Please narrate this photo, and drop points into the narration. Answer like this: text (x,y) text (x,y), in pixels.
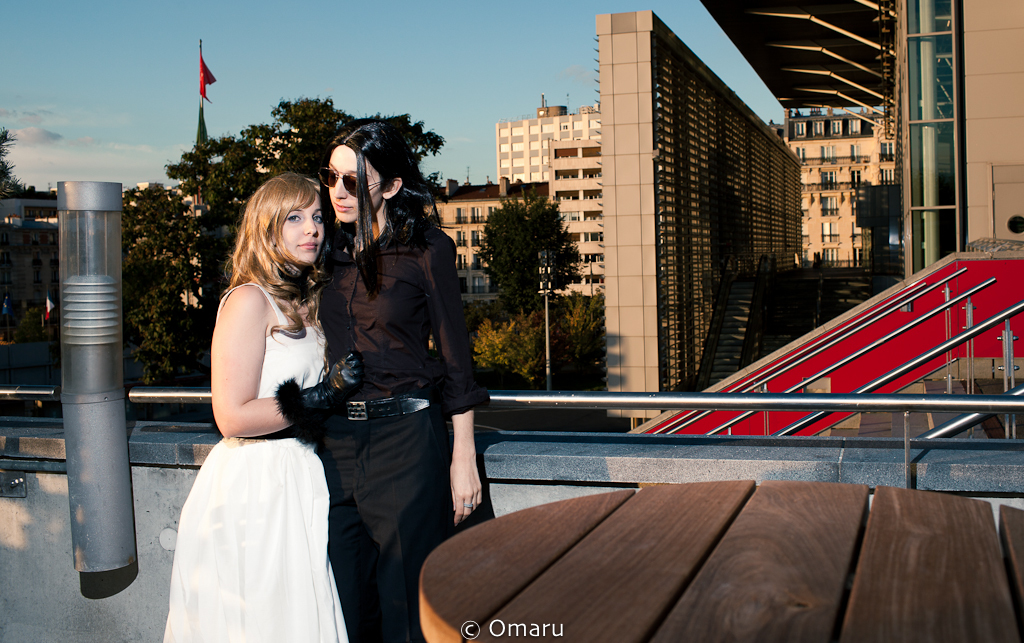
In the picture we can see two women (402,317) are standing together and one woman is in a white dress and one woman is in a black dress (419,353) and belt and near to them, we can see a wooden table (885,532) which is round and behind them, we can see a wall (483,445) with railing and behind it, we can see a building (755,330) with steps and railing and in the background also we can see some buildings (469,263) with some floor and trees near it and behind it we can see a sky (104,115).
